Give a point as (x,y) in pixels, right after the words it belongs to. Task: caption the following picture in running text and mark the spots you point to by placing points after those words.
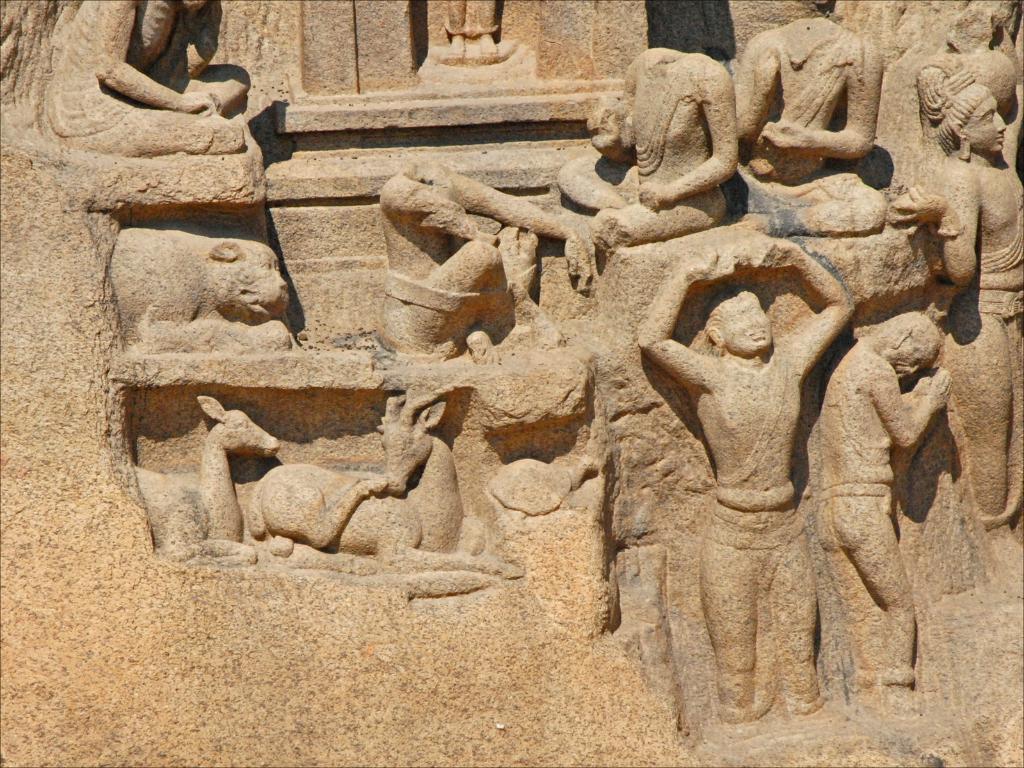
In the picture I can see sculptures (429,327) of people (406,317) and animals (399,439) on the wall (272,460).
